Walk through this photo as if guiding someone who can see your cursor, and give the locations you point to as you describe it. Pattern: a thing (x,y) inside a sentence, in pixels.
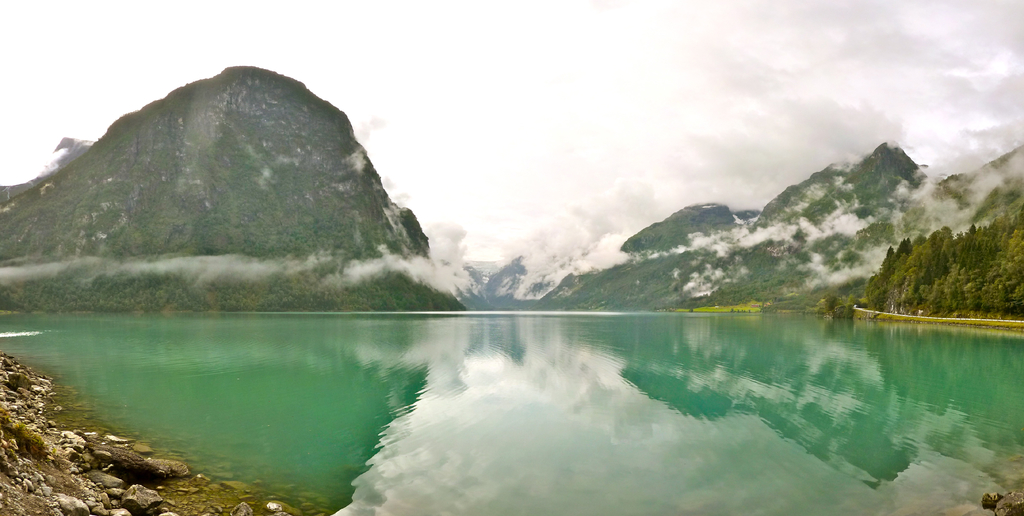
In this image in the middle (575,278) there are mountains (636,298), water (657,409), trees (978,269), clouds (645,207), snow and sky (88,84).
